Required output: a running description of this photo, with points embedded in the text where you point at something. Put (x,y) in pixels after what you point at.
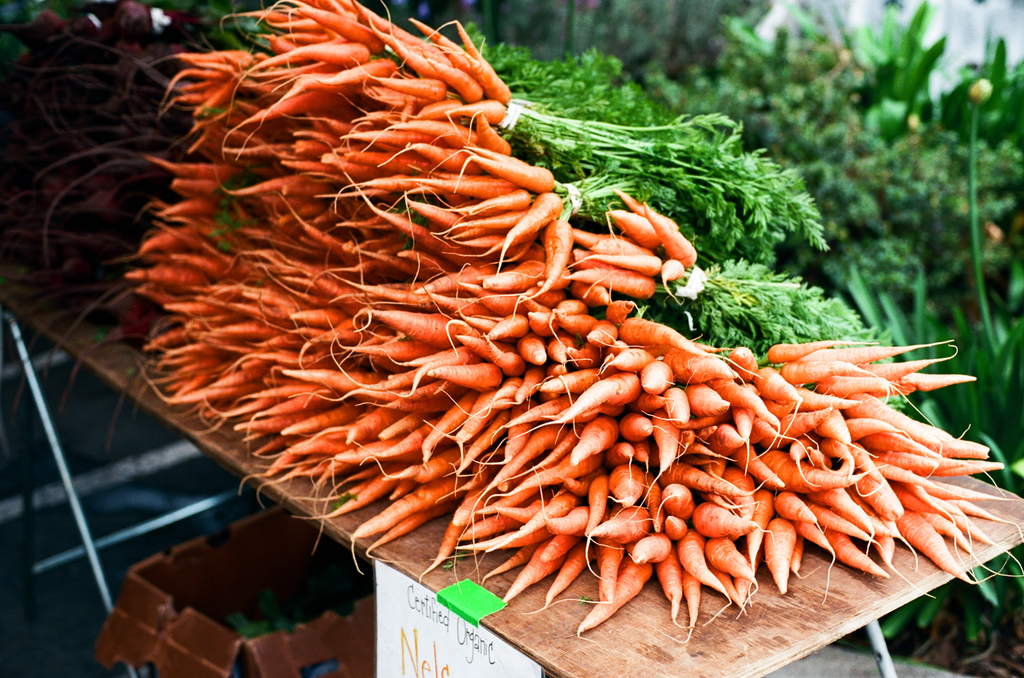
In the center of the image (556,285) there are carrots (357,82) placed on the table (470,568). In the background (791,157) there are plants (697,112).
